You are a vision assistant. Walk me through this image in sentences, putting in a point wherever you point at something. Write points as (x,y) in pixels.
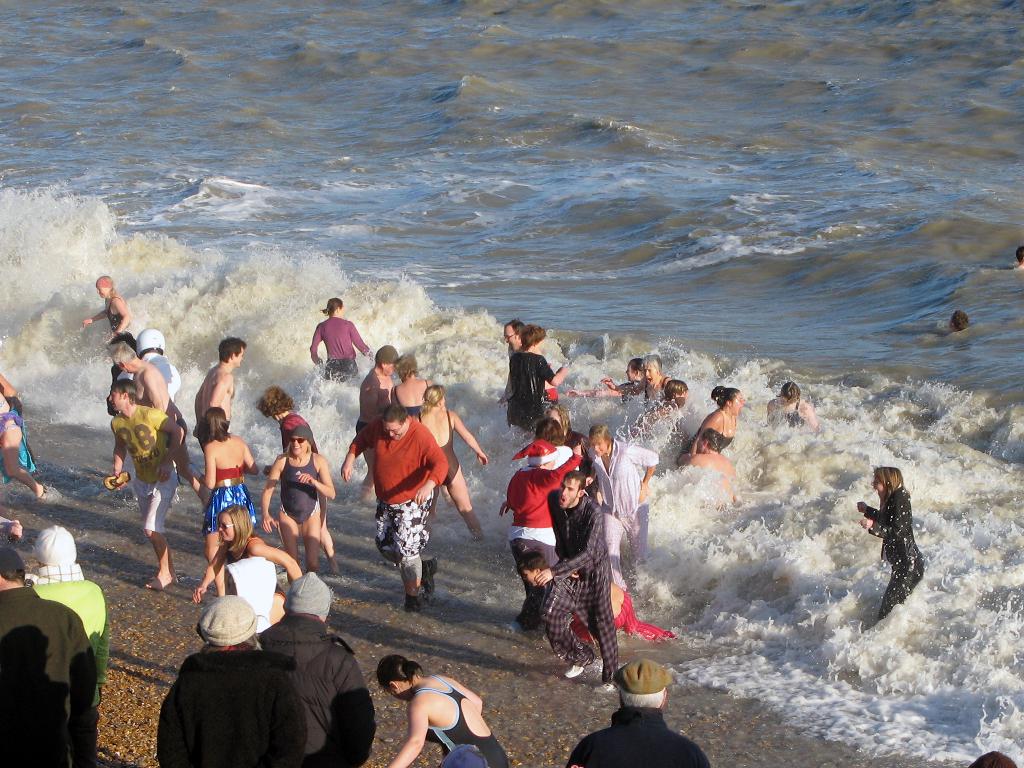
In this picture there are people (19,531), among the few persons (19,531) walking and we can see sand (124,716) and water (280,220).
